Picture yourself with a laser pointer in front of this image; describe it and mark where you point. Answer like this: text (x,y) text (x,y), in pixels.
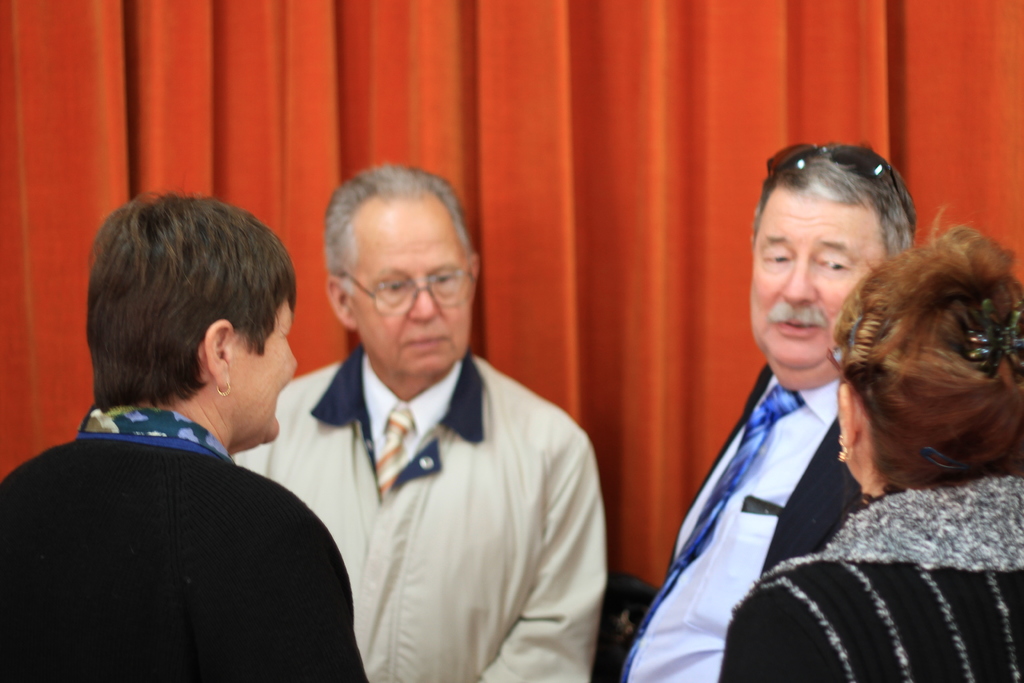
In this image we can see few persons (502,556) and in the background (287,120) we can see a curtain (334,83).
